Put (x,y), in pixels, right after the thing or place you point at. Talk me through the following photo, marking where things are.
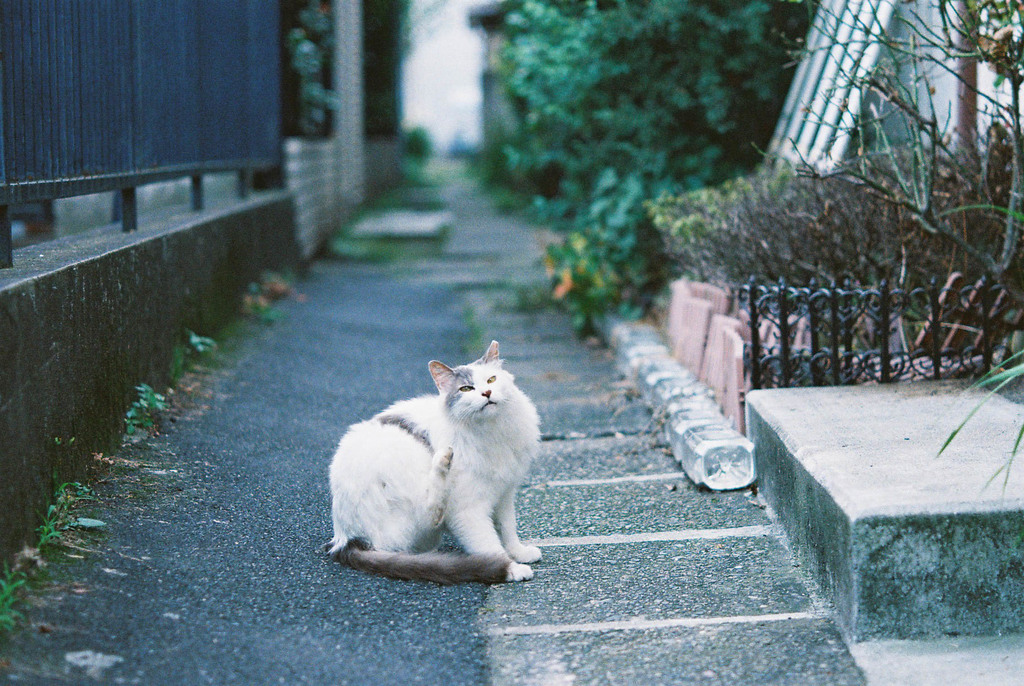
In the foreground of this picture (454,460), there is a white colored cat (454,438) sitting on the path (555,399). On the right side of this image (762,229), there are plants (767,245), bricks (692,362), pipes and trees (641,82). On the left side (321,182), there is a wall (91,257).
